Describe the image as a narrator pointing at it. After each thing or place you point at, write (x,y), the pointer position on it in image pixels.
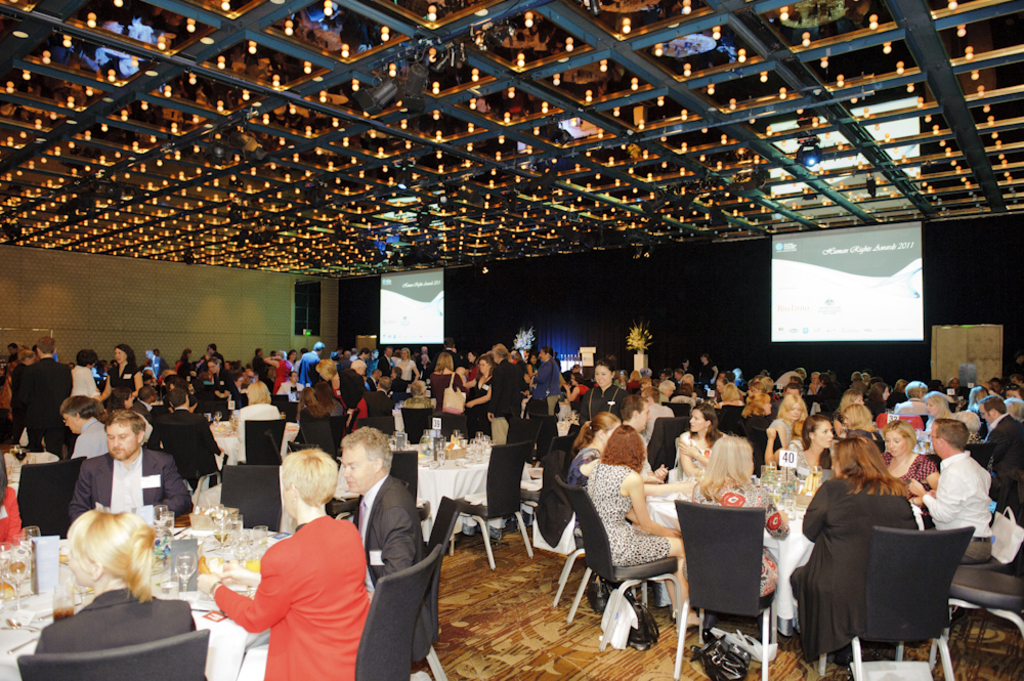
Group of people (860,587) sitting on the chairs (874,591) and few persons (47,377) are standing. We can see glasses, boards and other objects (48,565) on the table (800,537). On the background (624,318) we can see wall (76,303), screens (883,289). On the top (216,210) we can see lights (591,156). This is floor (502,603).
